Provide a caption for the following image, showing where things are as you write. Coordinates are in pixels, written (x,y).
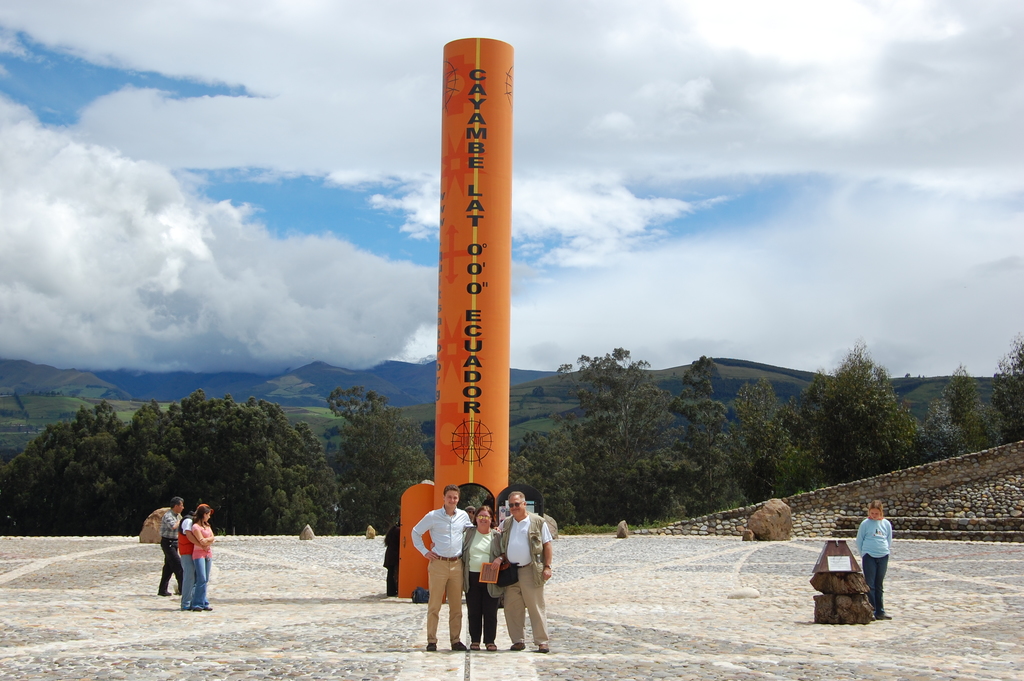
In this image there is the sky (714,111) towards the top of the image (274,181), there are clouds (328,186) in the sky (177,196), there are mountains (748,381), there are trees (698,415), there are group of persons (529,542) standing, there is a woman (479,557) holding an object (479,570), there is an object (471,241) that looks like a tower (484,350), there is text (468,123) on the tower (491,217), there are rocks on the ground (748,554), there is the wall (853,521) towards the right of the image (959,497).
